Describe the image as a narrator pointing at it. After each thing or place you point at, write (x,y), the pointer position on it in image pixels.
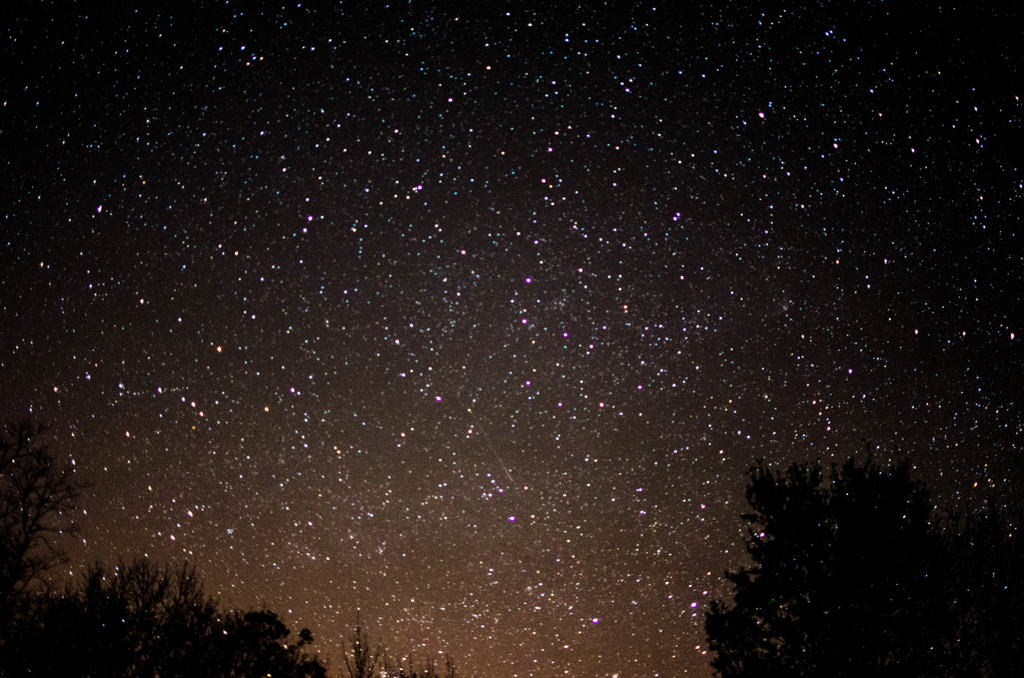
In the right bottom (889,532), we see the trees (779,575). In the left bottom (194,649), there are trees (185,610). In the background (295,437), we see the sky (599,370) and the stars (607,376). This picture is clicked in the dark.
